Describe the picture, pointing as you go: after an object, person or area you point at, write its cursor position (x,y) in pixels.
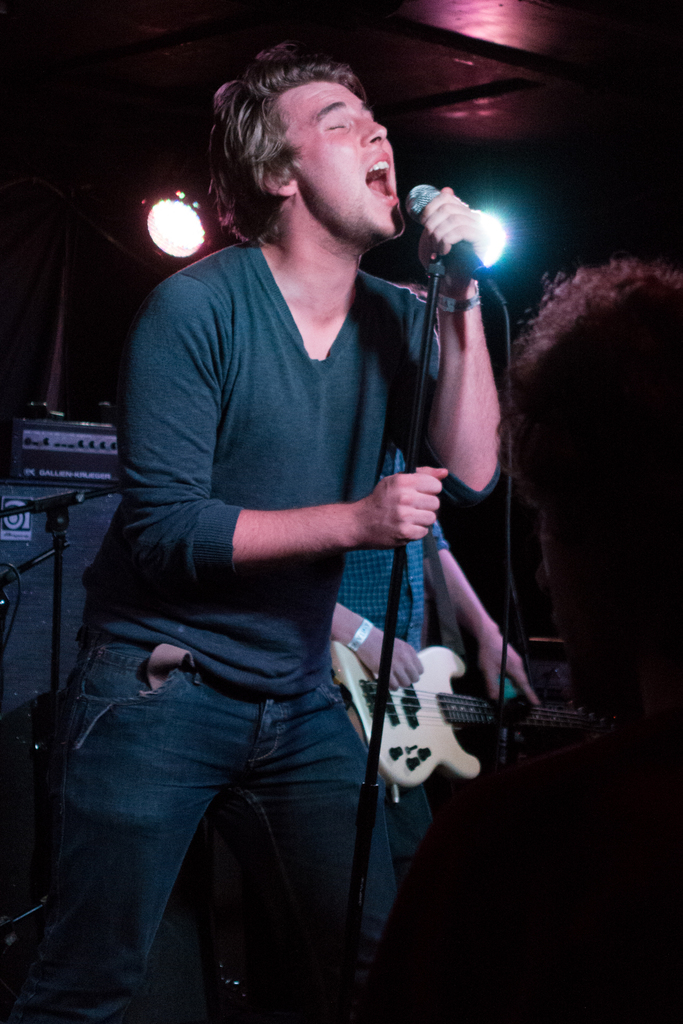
This picture shows a man (95,1012) standing and singing with the help of a microphone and we see the man (438,476) holding a mic stand (413,454) in his hand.
